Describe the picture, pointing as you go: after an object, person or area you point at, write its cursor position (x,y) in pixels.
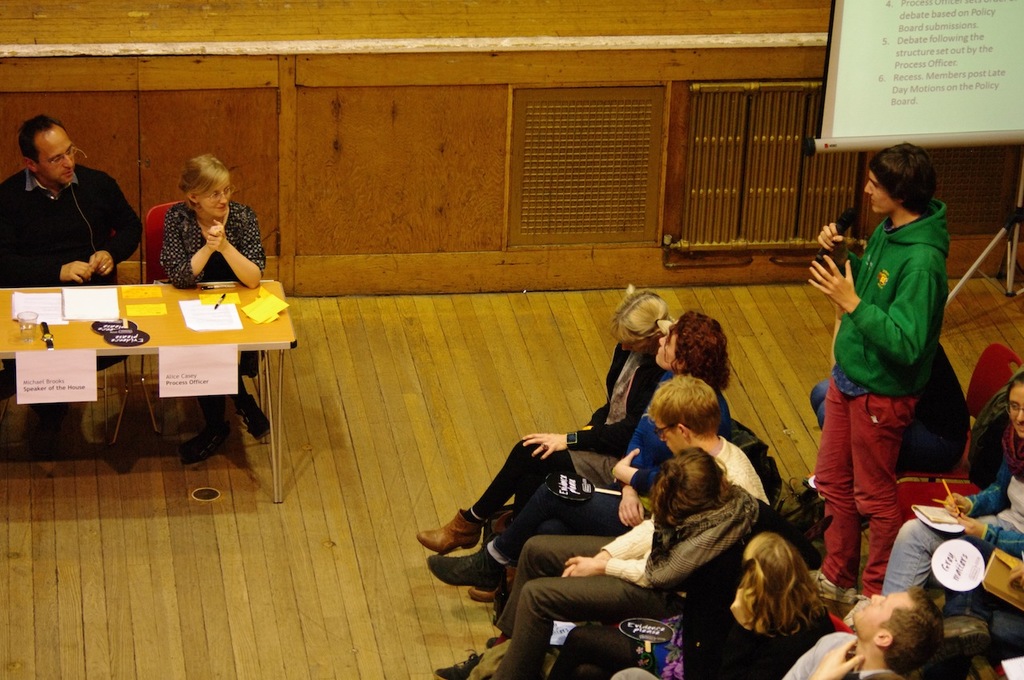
In this image there are people (712,549) sitting on the chairs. To the right (839,238) there is a man (903,302) standing. He is holding a microphone (854,216) in his hand (835,241). To the left (94,239) there are two people (136,236) sitting on the chairs (160,228) at the table (177,325). On the table (178,312) there are papers (125,295), pens (224,298), a watch (47,329) and a glass (27,330). Behind them there is a wall (382,57). In the top right (877,76) there is a projector board (890,76) hanging on the wall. There is text (916,54) displayed on the board (903,56).
